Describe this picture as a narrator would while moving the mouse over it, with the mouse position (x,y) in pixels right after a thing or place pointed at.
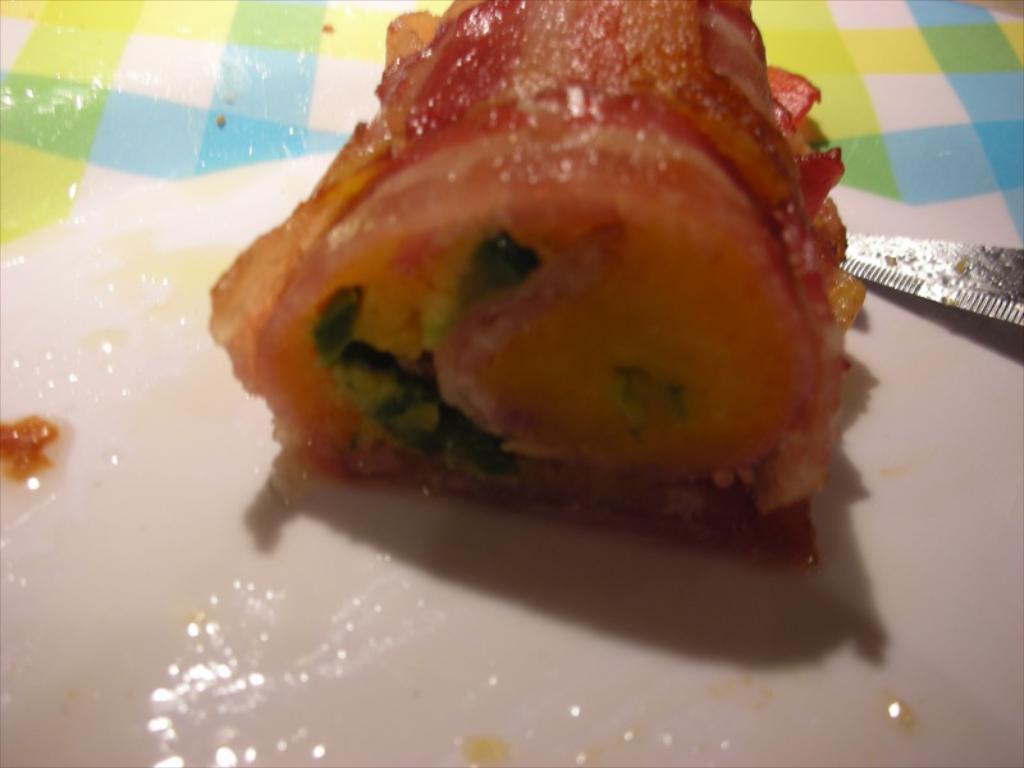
This picture shows food (620,382) in the plate (51,370) and we see a knife (952,243) on the side and a cloth (69,24).
